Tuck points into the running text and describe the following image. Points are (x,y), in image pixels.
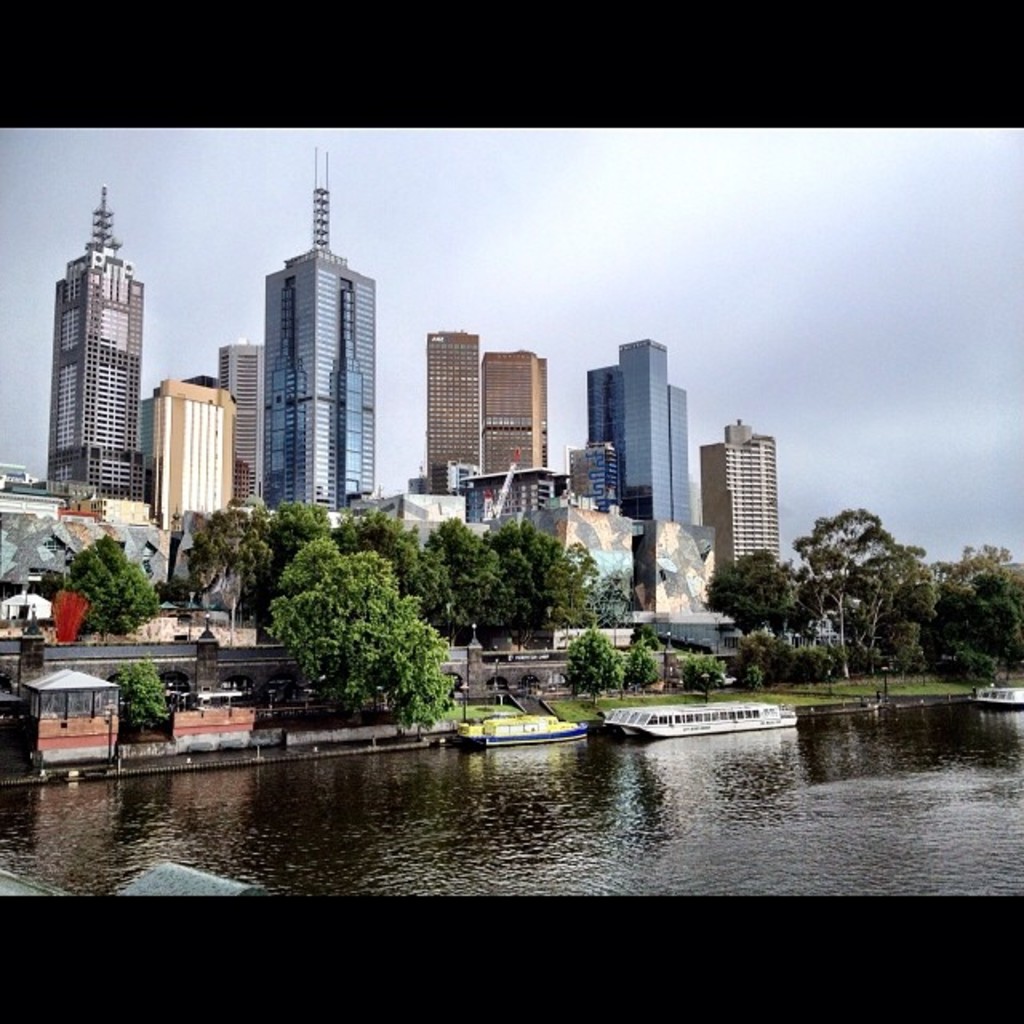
There is water (647,791). There are boats (636,725) in the water (652,739). Near to that there are trees (570,563), buildings (741,539), grass lawn (775,694). And sky (654,308) is in the background (537,243).
